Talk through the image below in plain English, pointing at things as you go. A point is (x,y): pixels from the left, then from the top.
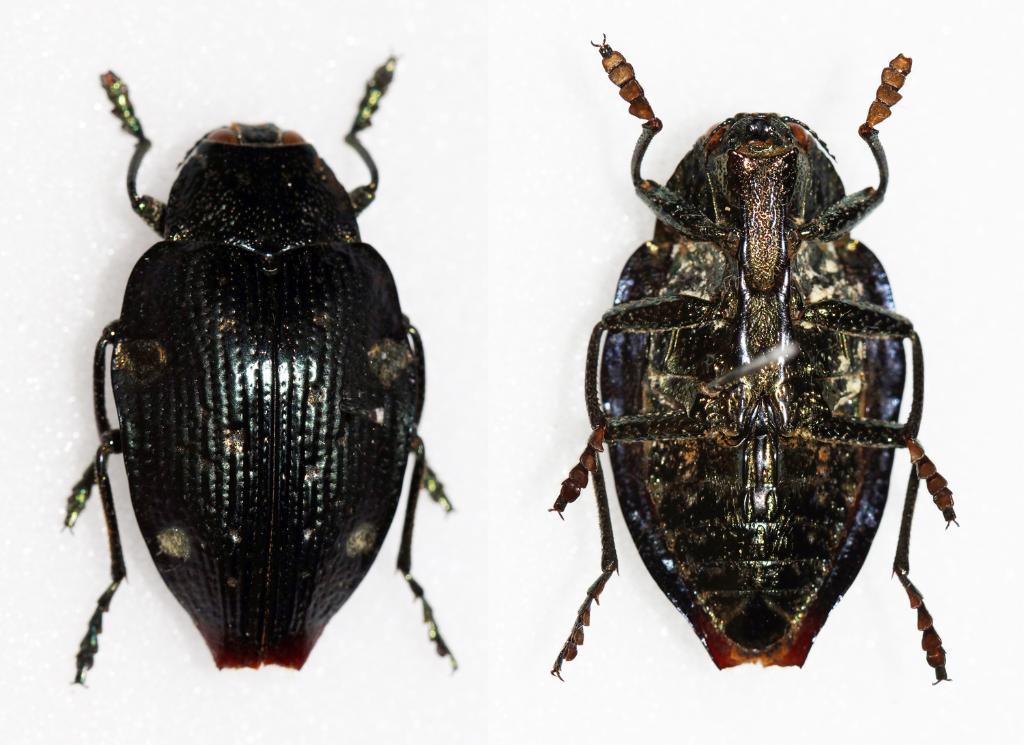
In this picture we can see outer and inner layers (723,309) of an insect (694,475). In the background of the image (510,118) it is white.
